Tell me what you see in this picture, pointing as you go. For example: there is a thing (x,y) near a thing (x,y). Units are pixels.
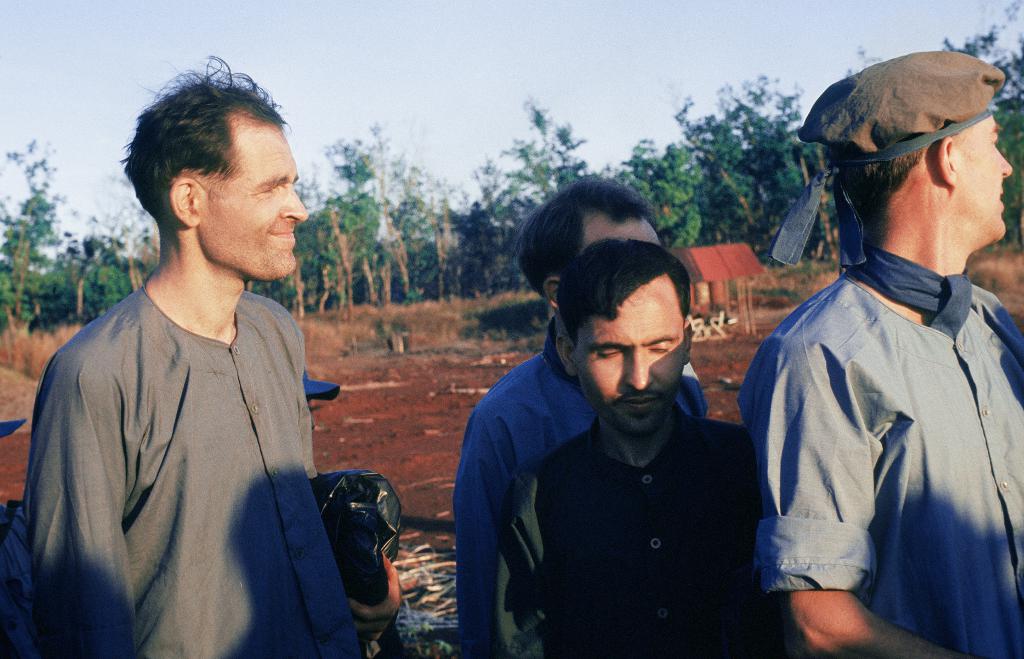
In this picture I can see few people (270,527) are standing, behind there are some trees (322,271).
